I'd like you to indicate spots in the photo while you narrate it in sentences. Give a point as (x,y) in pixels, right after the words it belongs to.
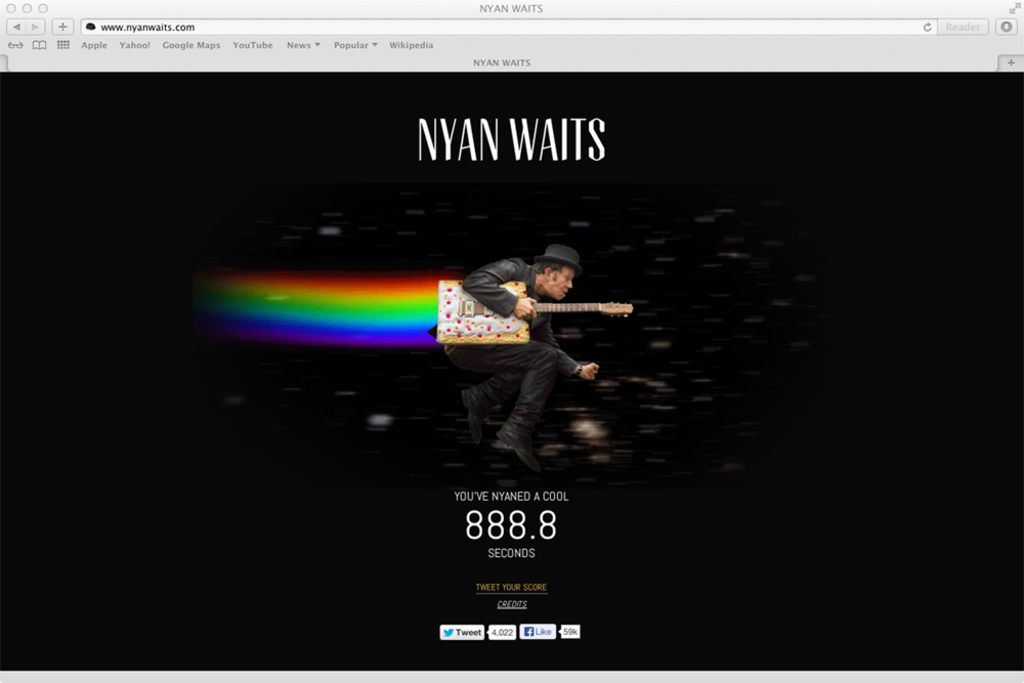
This picture shows a computer screen (314,75) in which some man (522,277) is holding a guitar (489,324) in his hand (518,299). And in the background (267,477) there is dark.
